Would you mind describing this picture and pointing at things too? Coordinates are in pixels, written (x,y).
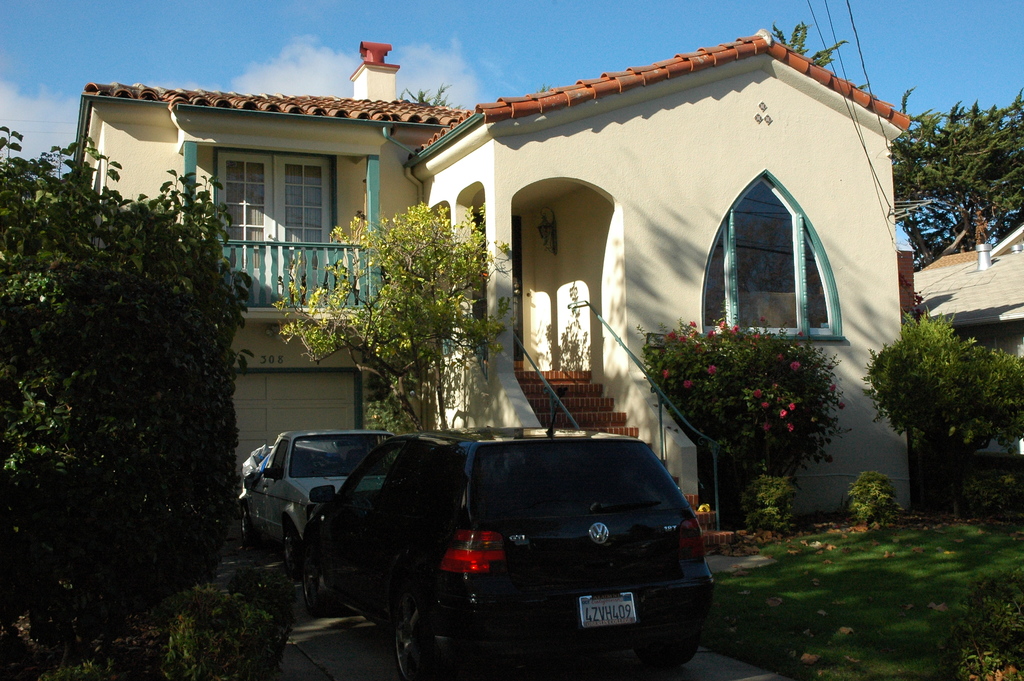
In this picture I can see houses (630,272) in front (386,538) we can see two vehicles (388,525) are parked, around we can see some flowers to the plants (881,487), trees (925,413) and grass (905,536).
